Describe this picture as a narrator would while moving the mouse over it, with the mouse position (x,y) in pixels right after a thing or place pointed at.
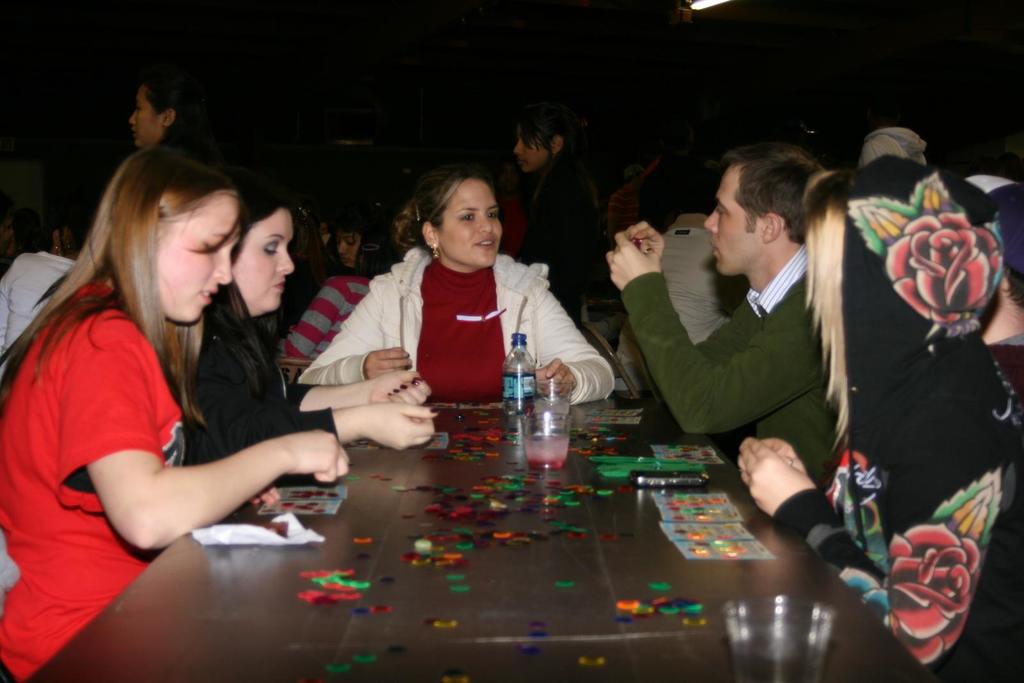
There is a group of people (334,423). They are sitting on a chairs (297,361). There is a table (569,478). There is a glass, bottle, cards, chips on a table (489,526). We can see in background (721,1) light (706,5).
